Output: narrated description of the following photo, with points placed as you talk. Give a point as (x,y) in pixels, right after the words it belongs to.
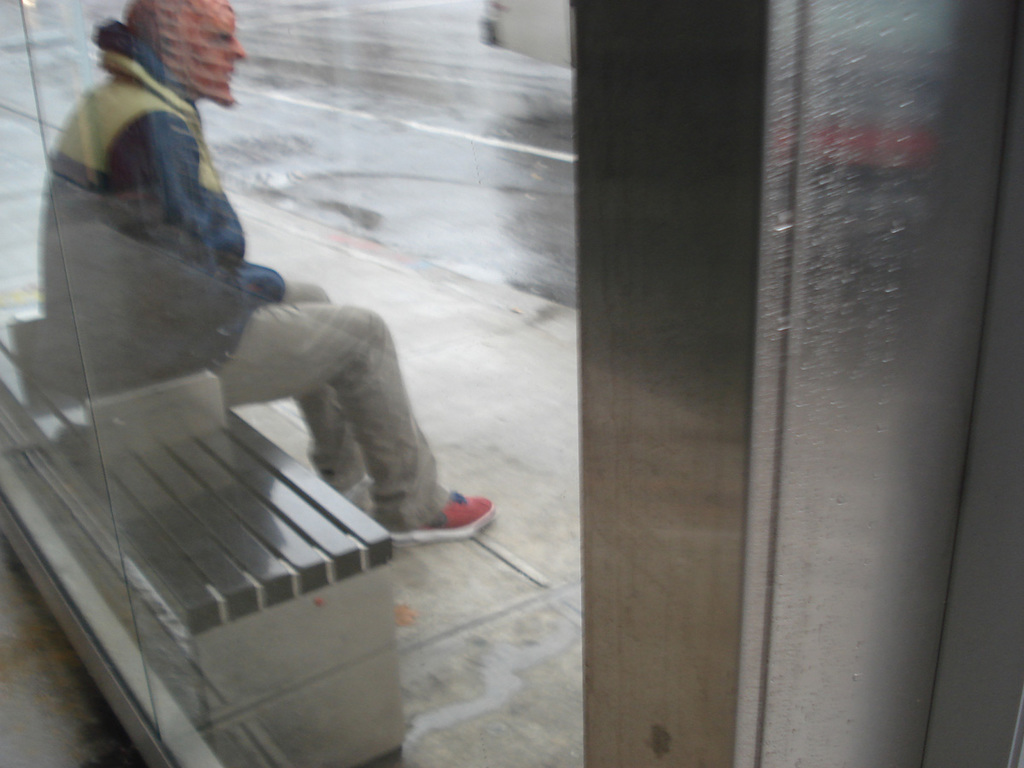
In the image we can see there is a person (186,162) sitting on the bench (292,553).
